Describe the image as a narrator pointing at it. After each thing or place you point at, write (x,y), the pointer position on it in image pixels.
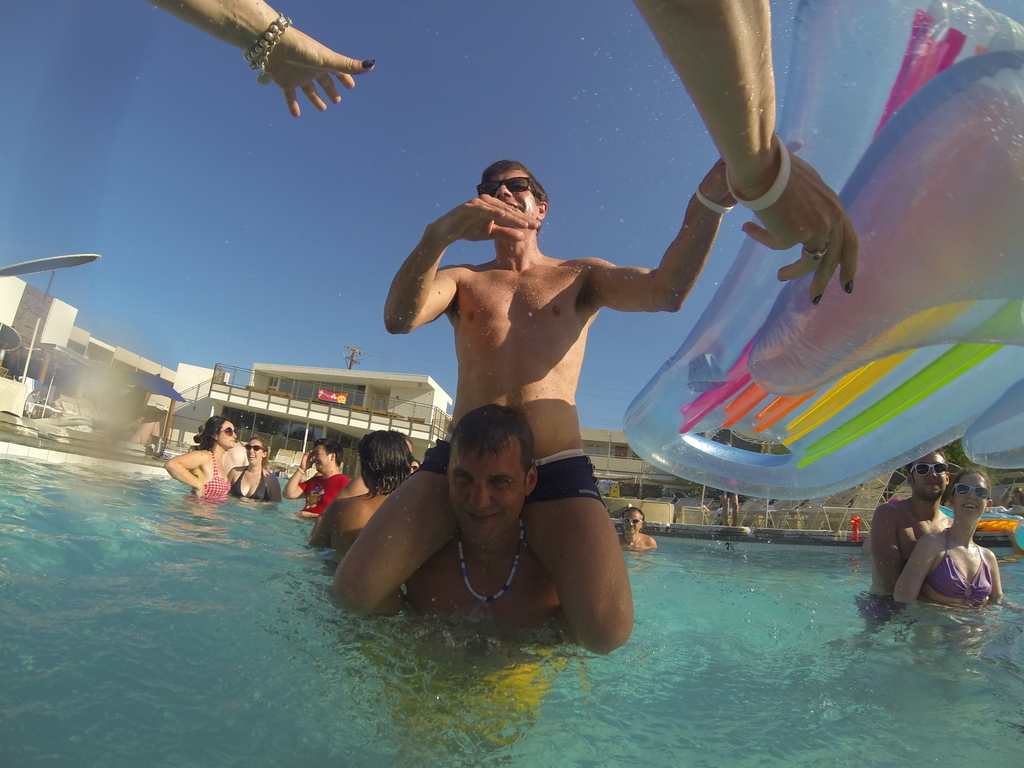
This image is taken outdoors. At the top of the image (306,194) there is the sky (557,182). In the background (285,419) there are a few buildings (599,460). There is a railing (285,393) and there are a few pillars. There are a few empty chairs (693,508) and tables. A few people (323,495) are standing in the pool (699,630). At the bottom of the image (73,610) there is a pool (60,566) with water (762,605). In the middle of the image (481,356) two men (483,386) are playing in the pool (637,583). On the right side of the image (914,533) a man (941,519) and a woman (912,560) are swimming in the pool (871,654) and there are few floating tubes (992,520) in the pool (1006,568).
